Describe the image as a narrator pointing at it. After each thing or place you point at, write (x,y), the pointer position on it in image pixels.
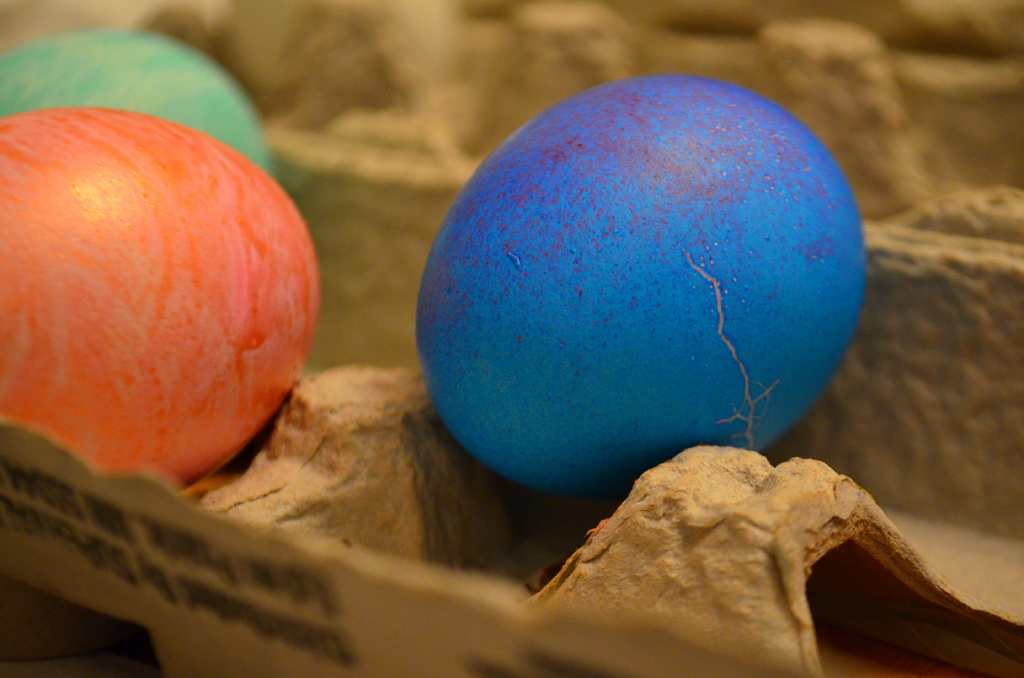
There are three eggs (317,269) in green, orange and blue color placed on the egg tray (619,5).
